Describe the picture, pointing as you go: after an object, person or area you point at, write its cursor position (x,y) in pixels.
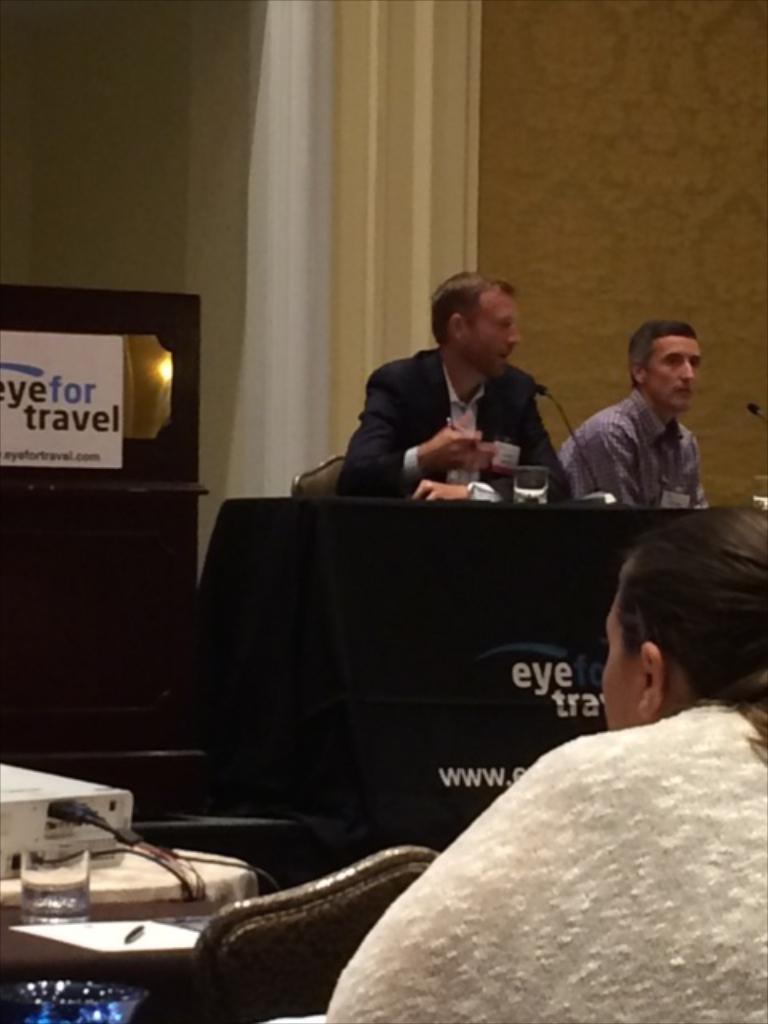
In this picture we can see two men (509,433) sitting on chair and in front of them on table (534,511) we have glass (523,478) with water (532,499) in it, mic (574,433) and beside to them we have a mirror (131,357), banner (79,438) and in front of them we can see a women (595,822), projector (57,794), paper (112,937), pen (138,933) and in the background (333,135) we can see wall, curtains (315,152).
